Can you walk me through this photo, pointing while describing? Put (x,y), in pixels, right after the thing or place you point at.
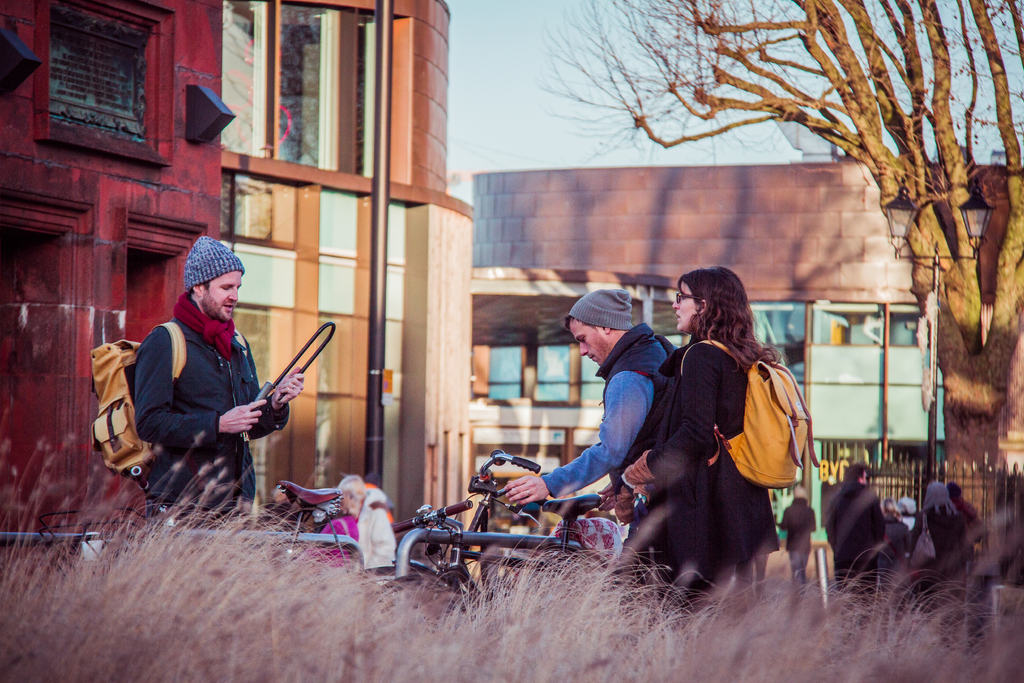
This picture shows a building (766,175) and a tree (937,229) and few people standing and a man (649,366), holding a bicycle (526,468) and we see some grass (717,654).
